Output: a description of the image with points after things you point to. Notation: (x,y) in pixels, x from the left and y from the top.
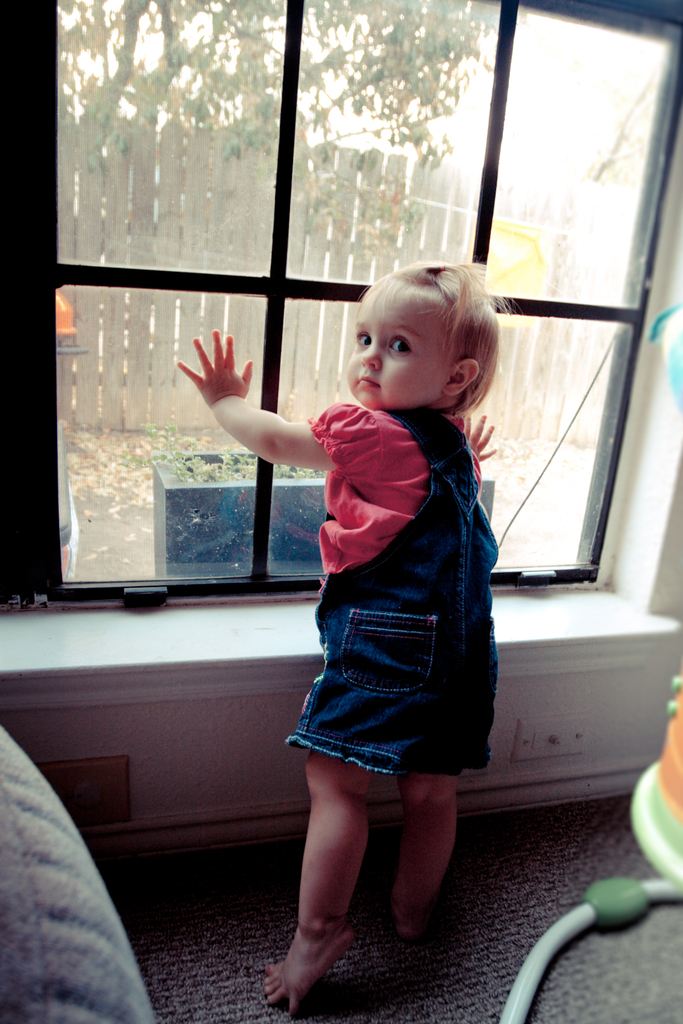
In this image in front (394,277) there is a girl (359,444) standing on the mat (200,956). In front of her there is a window (235,468) through which we can see wooden fence (310,206), trees (253,89) and a few other objects (186,503). On the right side of the image (674,770) there is some object (649,771). On the left side of the image (102,957) there is a couch (90,975).
